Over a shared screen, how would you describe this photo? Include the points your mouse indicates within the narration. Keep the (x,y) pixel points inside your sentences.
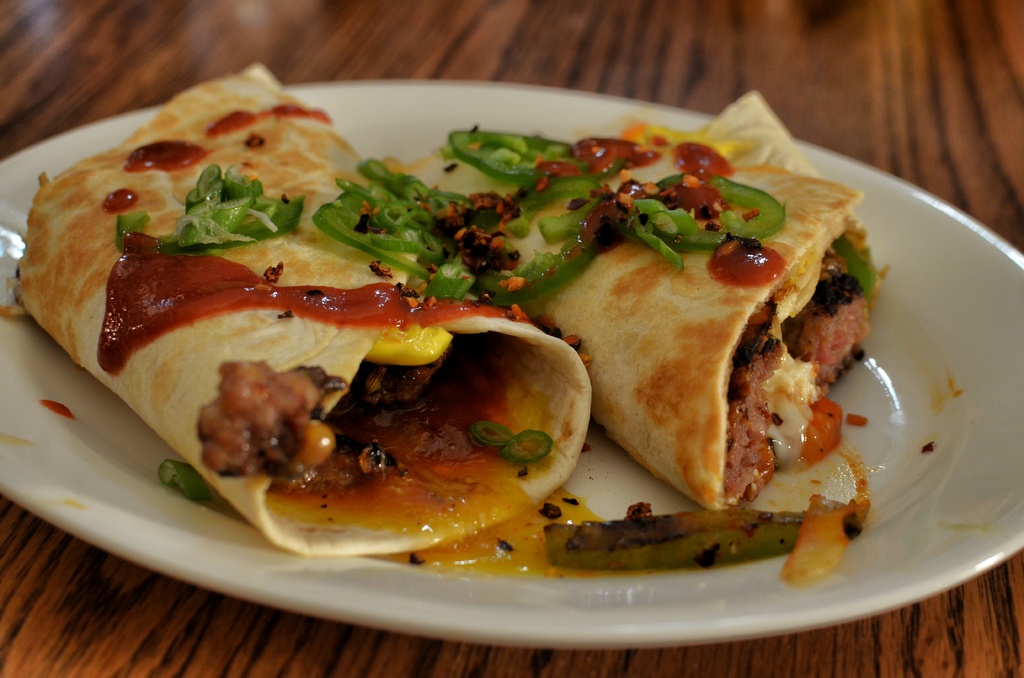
In this image there is a food item (586,372) placed on a plate (11,166).
